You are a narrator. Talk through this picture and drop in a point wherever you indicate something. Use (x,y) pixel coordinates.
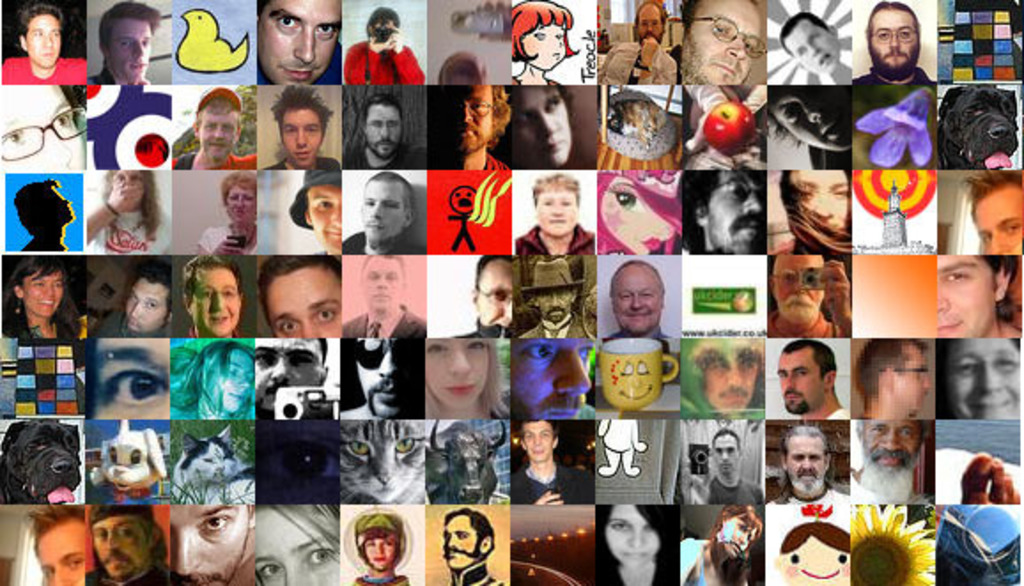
In the picture I can see the collage images (44,50). I can see the face (556,113) of persons (397,250), images of animals (233,466), flowers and a cup (671,359) in the collage images.
